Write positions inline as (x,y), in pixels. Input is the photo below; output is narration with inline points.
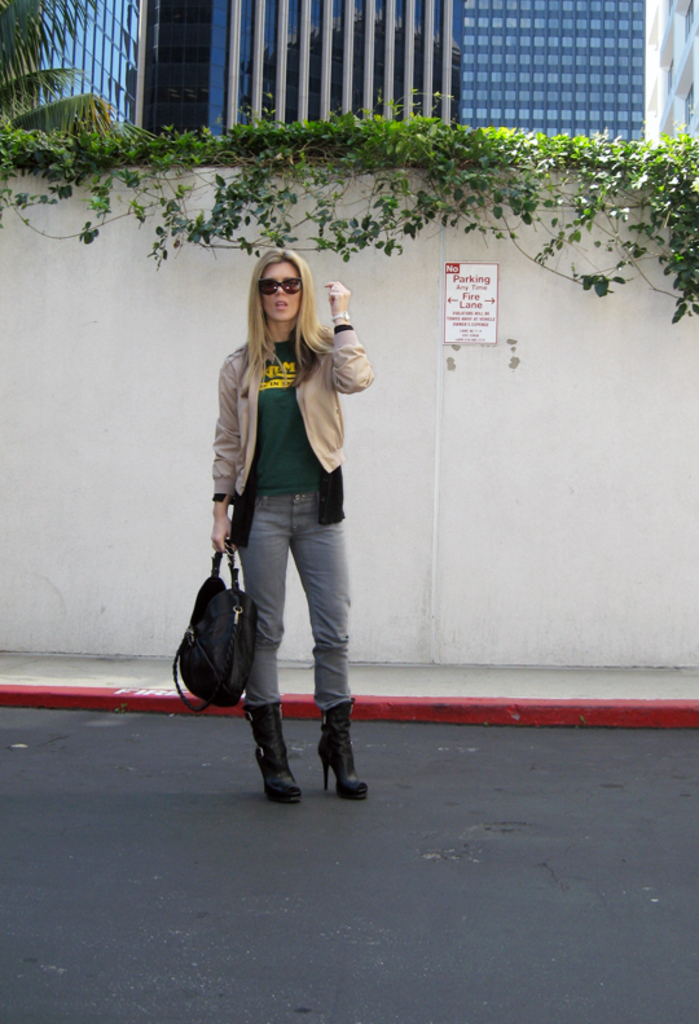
In this image there is a woman (261,514) standing in the middle (262,507), she is carrying a bag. Back of her is a wall (413,316) it consists a parking note (496,301). Behind the wall (423,334) there are buildings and a tree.
